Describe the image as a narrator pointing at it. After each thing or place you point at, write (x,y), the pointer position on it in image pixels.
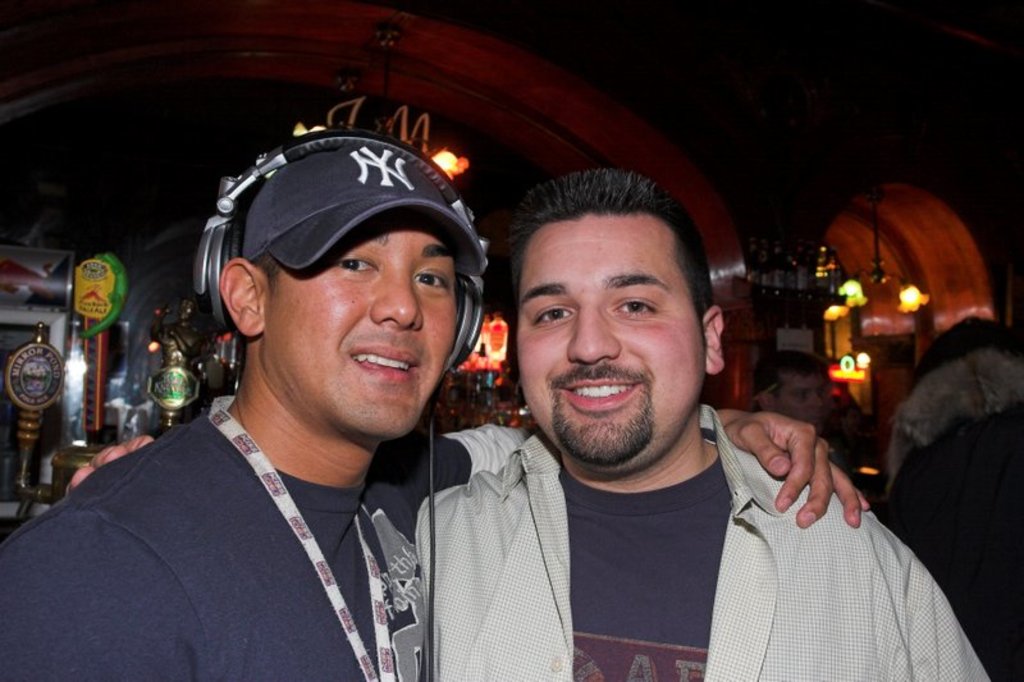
In the foreground of this image (173,488), there are two men (460,622) and a man (321,501) is wearing a headset (453,201). In the background (201,396), there is a sculpture (177,334), few objects (52,388), lights (478,340), bottles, two people (900,409) standing and arches (353,48) to the wall (629,85) and we can also see a chandelier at the top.
